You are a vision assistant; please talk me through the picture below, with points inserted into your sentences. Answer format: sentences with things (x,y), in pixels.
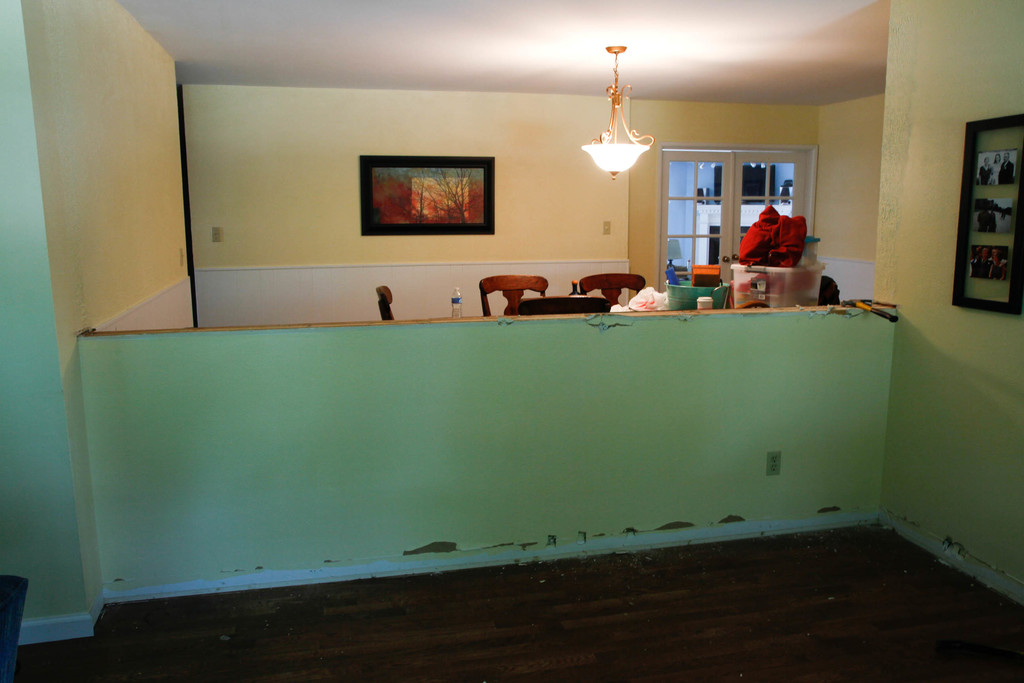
This is an indoor picture. Here we can see a wall (506,472) with green colour. On the background (743,172) we can see a door (702,213) and a frame (484,214). This is a ceiling light (610,173). this is a bottle (459,309) on the table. These are the chairs (533,301). here we can see baskets (781,292). This is a floor (639,627).
